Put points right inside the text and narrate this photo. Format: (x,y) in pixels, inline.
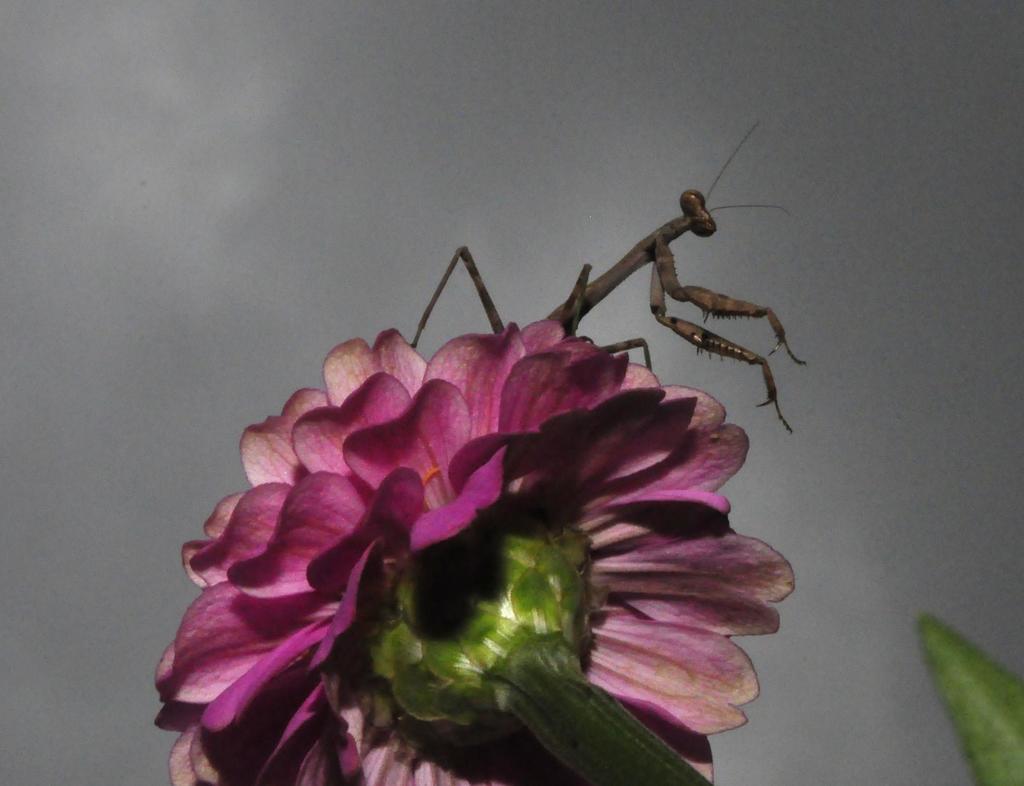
In this image we can see a flower (536,535). On the flower (541,384) there is an insect (487,299). In the background (150,270) it is sky (840,709).
